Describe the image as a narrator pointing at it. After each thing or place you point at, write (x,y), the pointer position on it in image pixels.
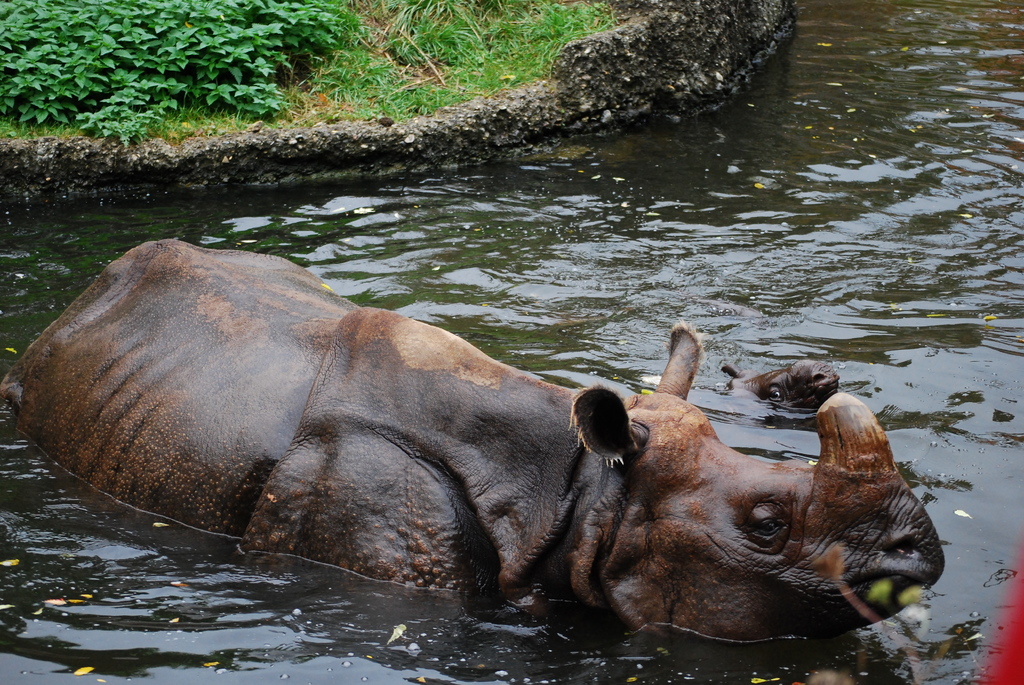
In the picture we can see a rhinoceros (290,553) in the water (508,338) and the water (974,328) is green in color and behind it, we can see a path (294,147) with grass (422,12) and some plants (276,107).
